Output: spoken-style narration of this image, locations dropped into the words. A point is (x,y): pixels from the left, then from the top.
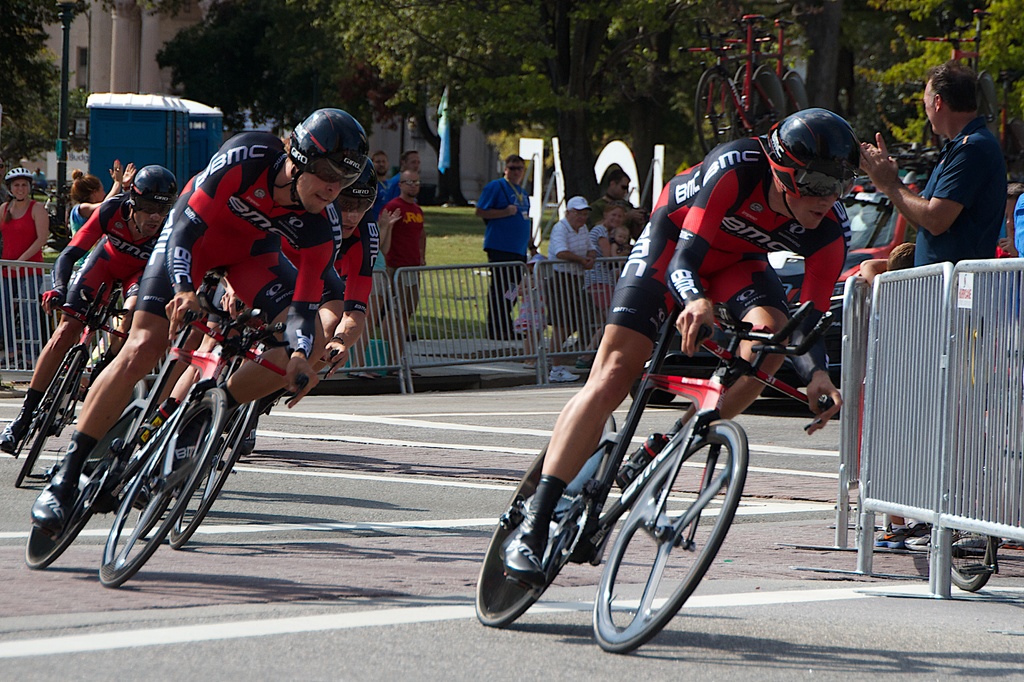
In this picture there is a person (670,260) who riding a bicycle (163,450). Players (254,204) are wearing a red color dress (227,228) and helmet (338,156). On the backside (435,320) we can see a fencing (539,327). Over there is a public (623,234) was standing on a park (445,249) and watching a bicycle racing. On the top (527,17) we can see a tree (606,27). On the left (69,4) there is a pole (65,149). On the background (880,250) we can see a car (848,260).
